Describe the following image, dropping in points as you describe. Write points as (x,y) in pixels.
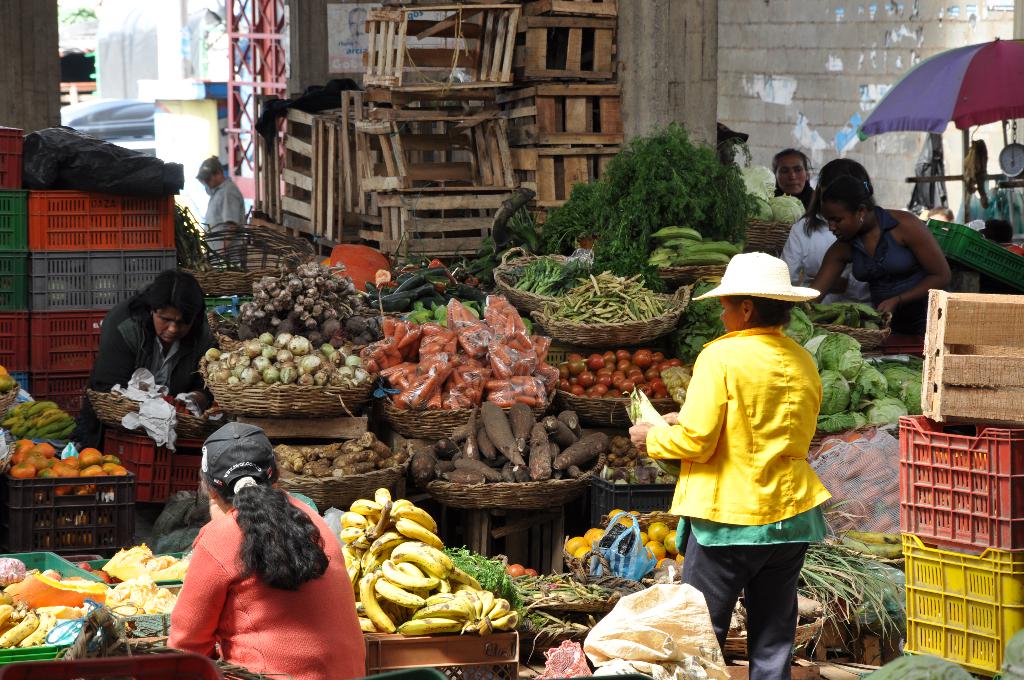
As we can see in the image there is a wall (976,11), boxes (347,204), vegetables (518,357), herbs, baskets (375,479), few people (820,381) here and there, an umbrella (933,125) and buildings (186,87).
